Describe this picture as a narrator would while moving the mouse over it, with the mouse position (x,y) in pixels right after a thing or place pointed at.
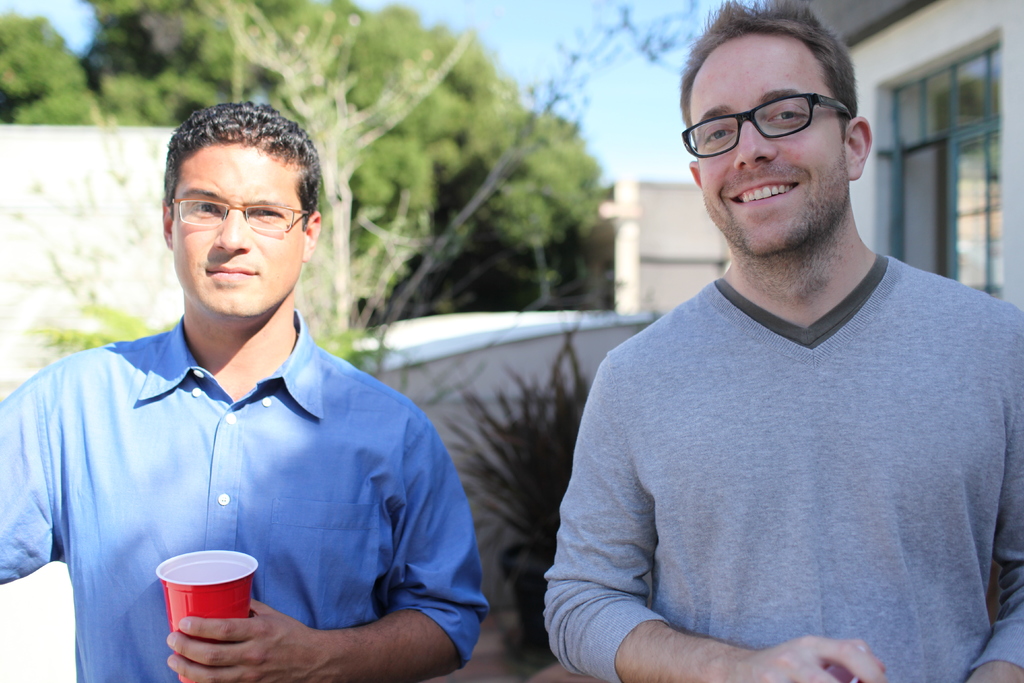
On the left side (243,174), there is a person (283,378) in a blue color T-shirt (271,458), wearing a spectacle (180,201) and holding a red color glass (169,598). On the right side (920,446), there is a person (884,396) in gray color T-shirt (807,390), wearing a spectacle (695,146) and smiling. In the background (40,69), there are buildings (1021,14), trees (249,53) and plants (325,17).
